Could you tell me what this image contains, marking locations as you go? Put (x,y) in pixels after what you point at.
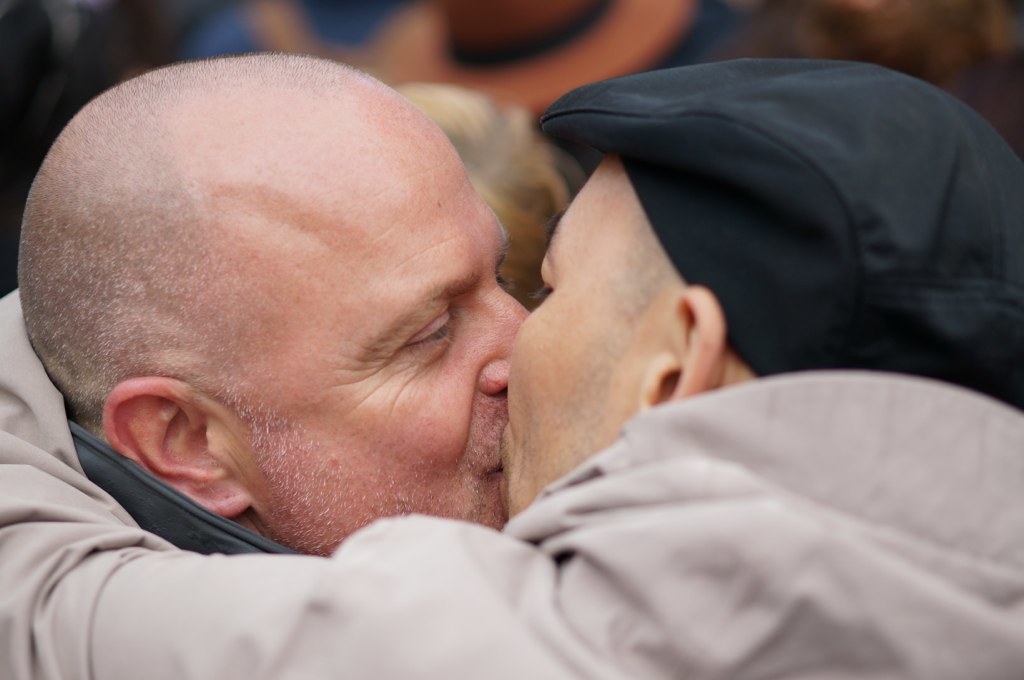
Background (968,16) portion of the picture is blurred. In this picture we can see men (471,373) kissing each other.
